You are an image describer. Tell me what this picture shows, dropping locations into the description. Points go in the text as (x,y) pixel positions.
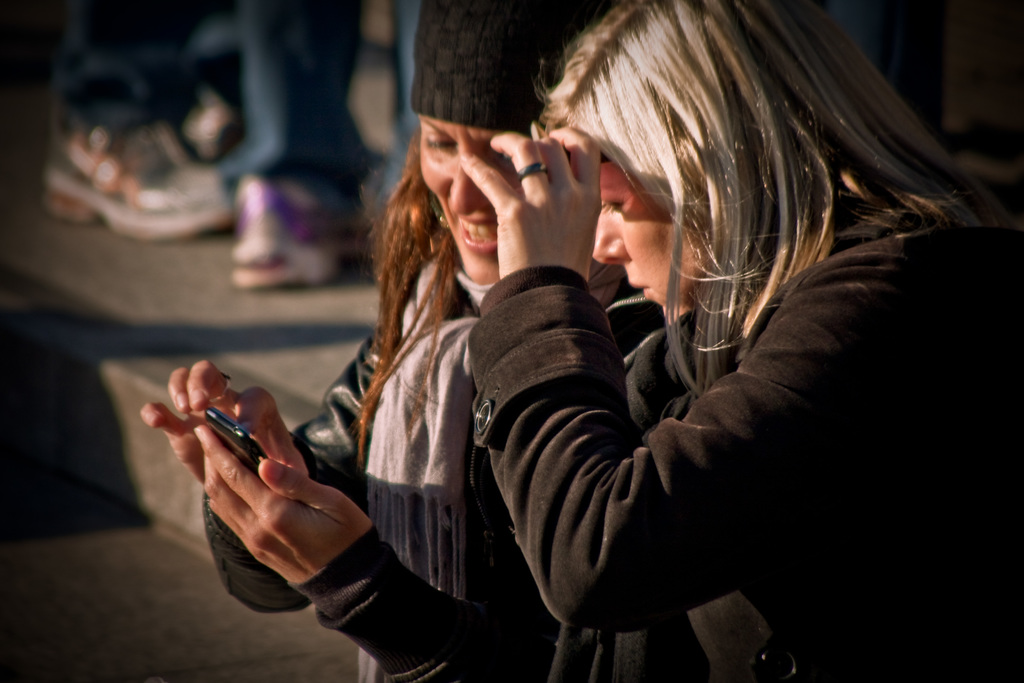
In this image in front (241,417) there is a person (327,424) holding the mobile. Beside her there is another person (711,500). Behind them, we can see the legs (316,170) of a few people (242,265) on the platform (258,294).
